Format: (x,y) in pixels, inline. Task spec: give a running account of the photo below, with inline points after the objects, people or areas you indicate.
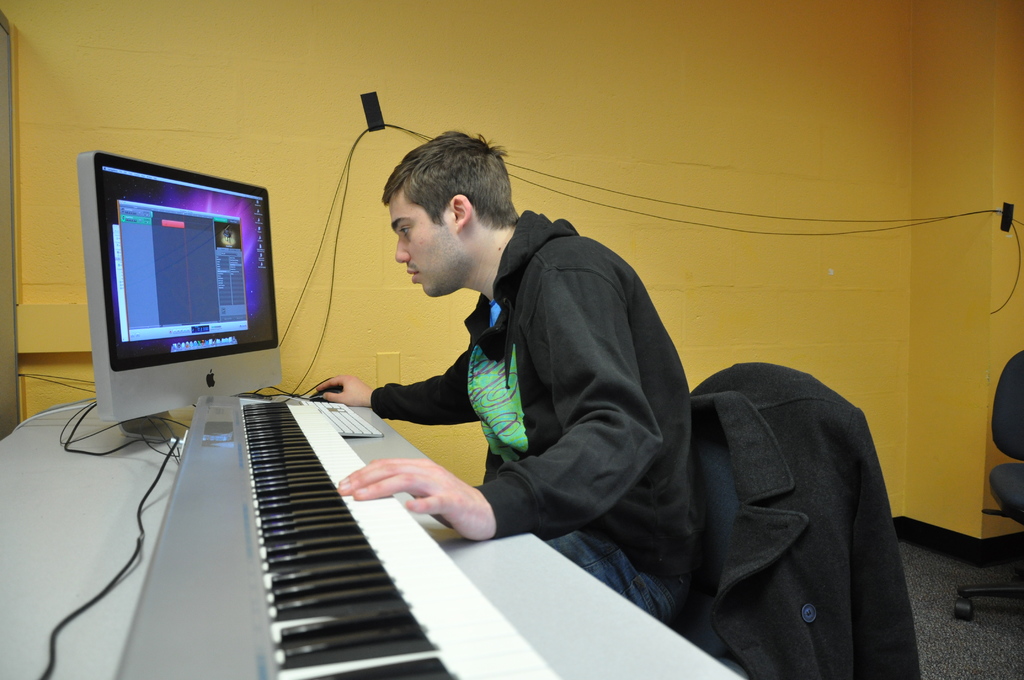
In this picture we can see man (605,307) sitting on chair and keeping one hand (396,469) on piano (332,444) and other hand (334,385) on mouse (340,389) and in front of him we can see key board (350,428), monitor (228,296), wires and in background (705,292) we can see jacket (799,435) on chair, wall (754,208).
